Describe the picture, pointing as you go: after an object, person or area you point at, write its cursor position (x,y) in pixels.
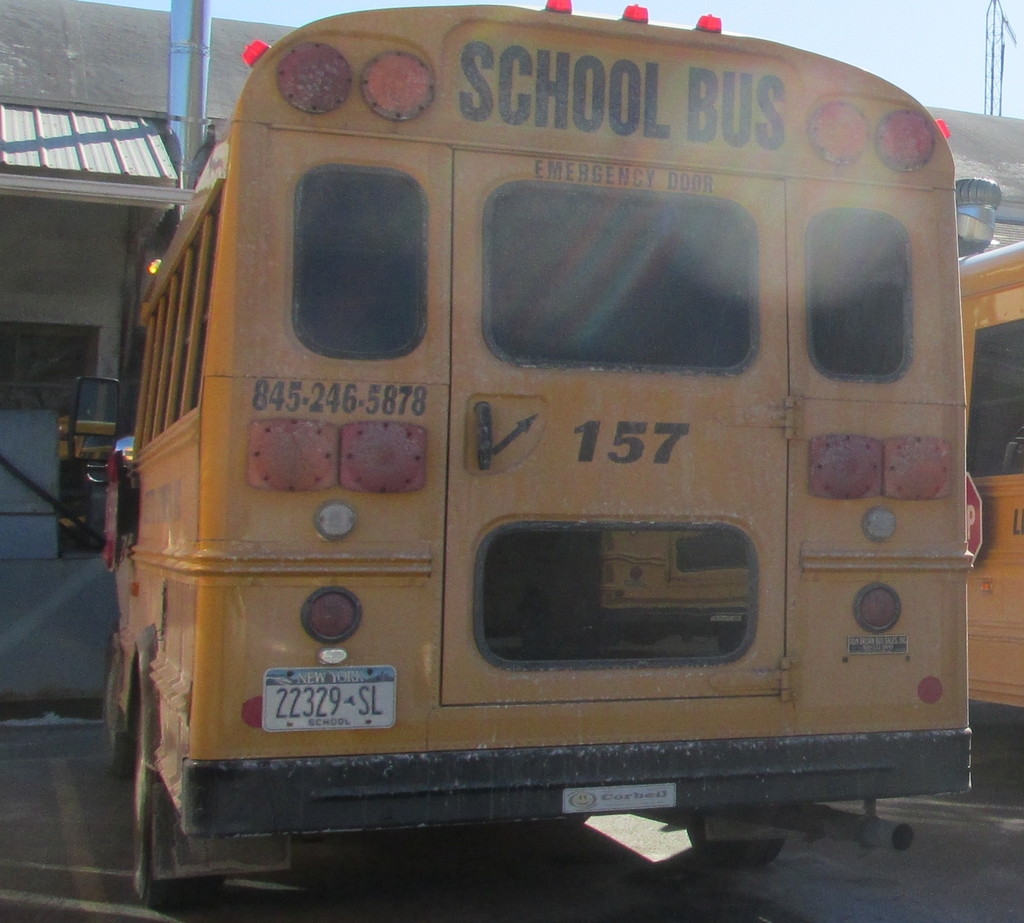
In this picture there are two yellow bus (601,531) on the road (1011,772). In front of the bus (799,775) i can see the building (13,228). In the top right (824,8) there is a sky (837,12). On the left (22,504) i can see some poles (65,514) and other objects (5,494) near to the window (63,362).
